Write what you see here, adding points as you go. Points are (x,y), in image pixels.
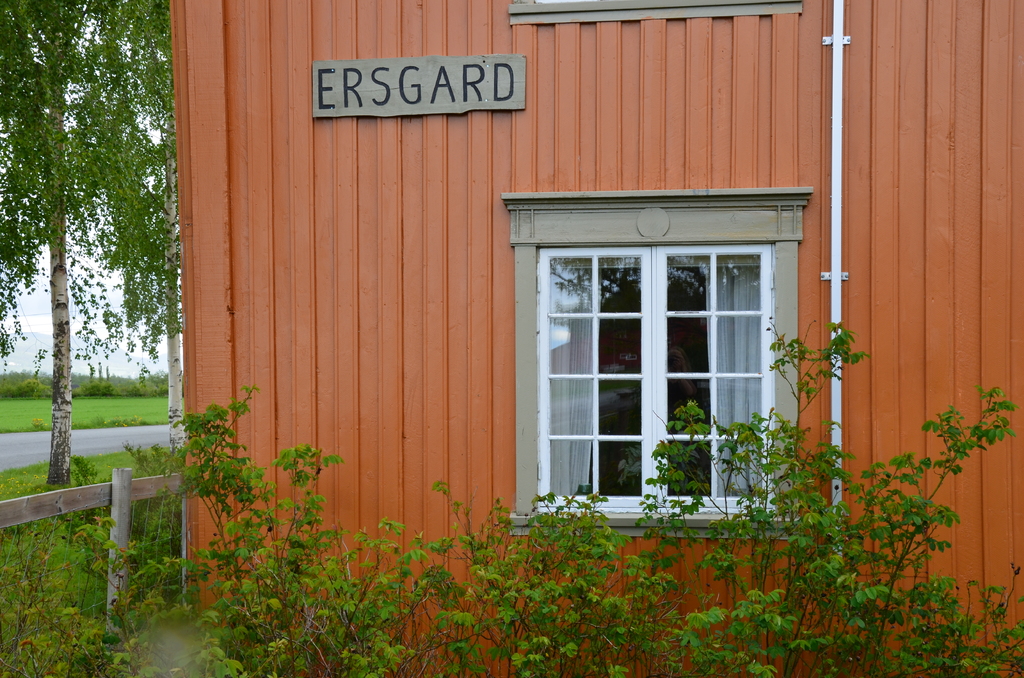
In this image we can see a building (383,493) with a window (733,316) on it. In the foreground (679,454) we can see group of plants (232,620) and a wooden fence (127,473). In the background (178,423), we can see group of tree (64,321) and sky (47,272).
